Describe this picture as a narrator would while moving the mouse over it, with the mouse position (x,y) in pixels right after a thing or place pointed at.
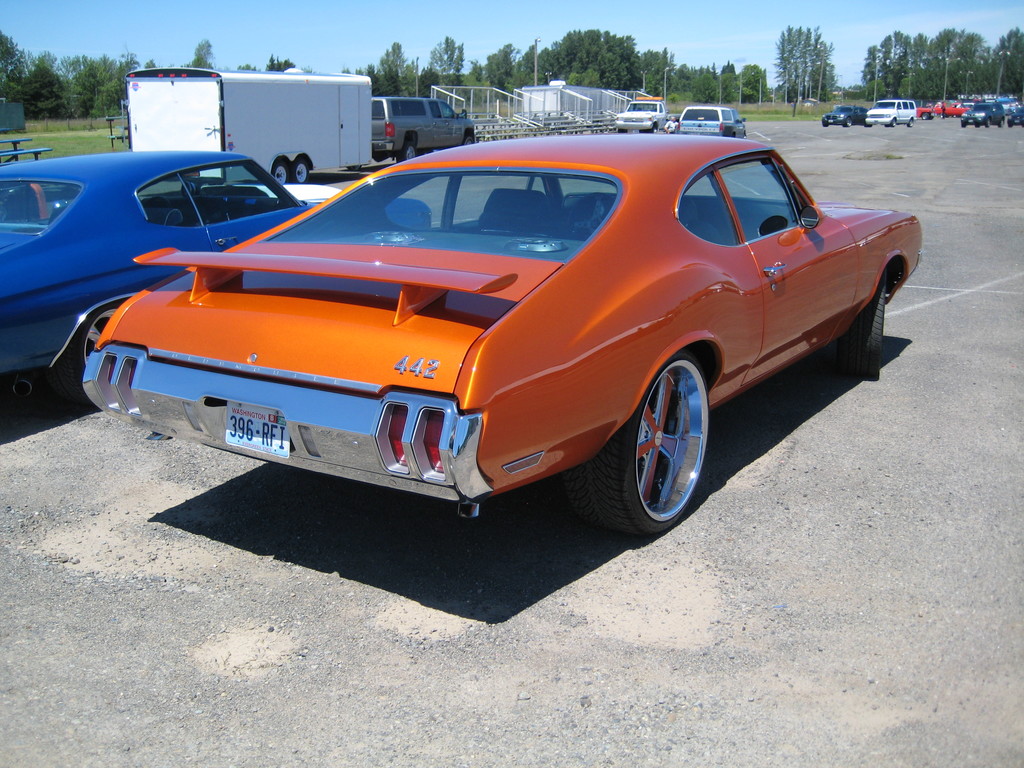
This is an outside view. Here I can see many vehicles (514,174) on the road (517,596). In the background (540,103) there is a shed (572,102) and many trees (548,67) and also I can see the poles (739,77). At the top of the image (178,17) I can see the sky (219,31).
